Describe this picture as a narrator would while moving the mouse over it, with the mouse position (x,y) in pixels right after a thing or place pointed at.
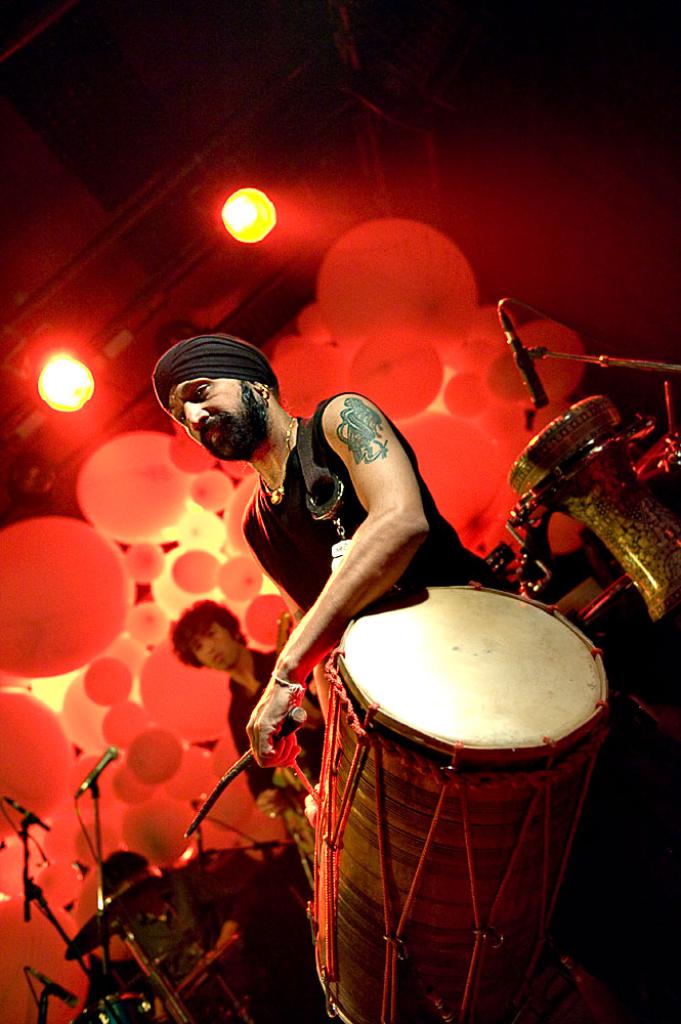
It seems like a concert is going on. In the middle (293,503) wearing black t-shirt (287,504) and turban (248,364) is playing dhol (388,823). Behind him one person (249,691) is playing guitar (293,782). In the left corner (149,938) one person (169,926) is playing drums (123,910). They are having mics (90,787) in front of them. In the right side (636,515) there is another musical instrument (609,501). In the background (504,367) there is balloons (333,288).
